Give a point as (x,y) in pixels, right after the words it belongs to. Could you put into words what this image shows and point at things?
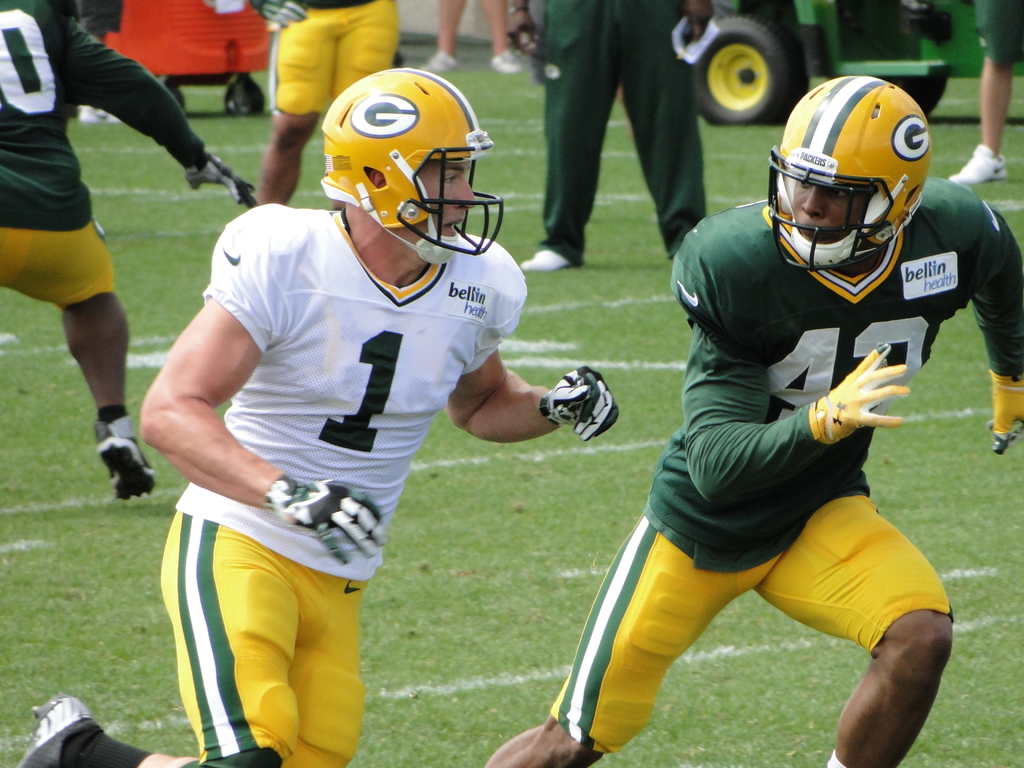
In the foreground of this image (859,323), there are two men (387,376) wearing T shirts (687,399), shorts (801,618), helmets (840,229) and gloves (821,428) are running on the grass (722,669). In the background (40,186), there are people (273,97) and two vehicles like objects (762,46).
